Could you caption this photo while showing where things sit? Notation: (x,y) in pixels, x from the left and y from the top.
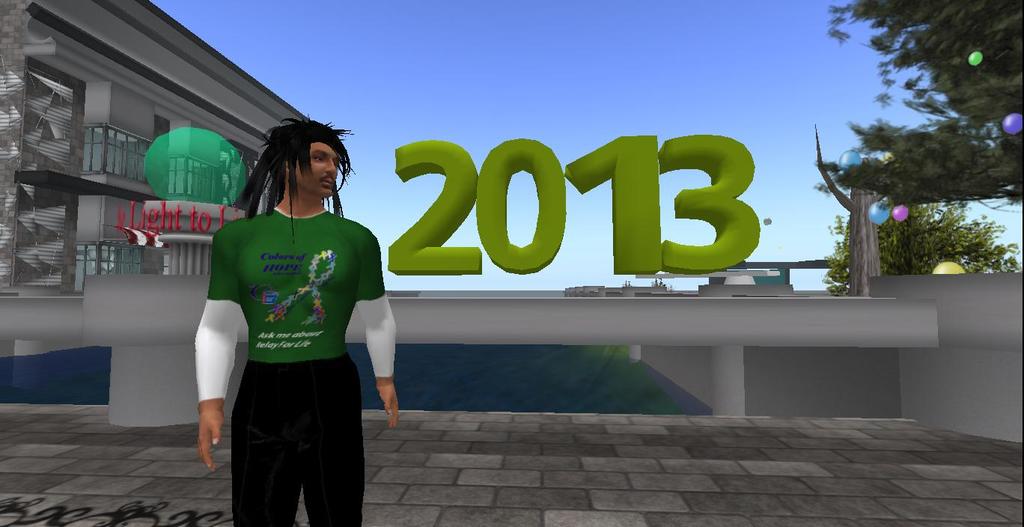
In this picture there is a animated gaming photograph of a man (312,304) wearing a green color t-shirt (313,319) and black jeans (345,433). Behind 2013 is written and on the left side (205,128) we can see the building (194,122) and on the right side (909,155) trees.
